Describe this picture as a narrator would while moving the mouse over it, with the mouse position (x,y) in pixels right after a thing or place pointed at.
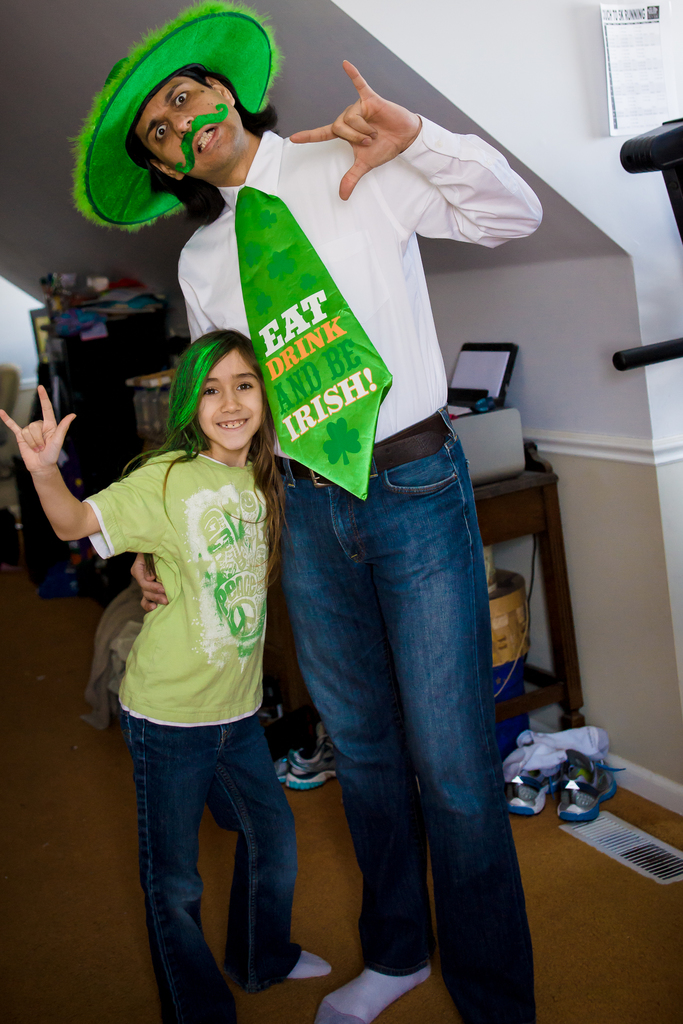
In this image a man (452,236) is standing, he wore green color hat (191,37), tie (256,313). Beside him a little girl (234,646) is smiling, she wore green color t-shirt (221,697), blue color trouser (193,840).
